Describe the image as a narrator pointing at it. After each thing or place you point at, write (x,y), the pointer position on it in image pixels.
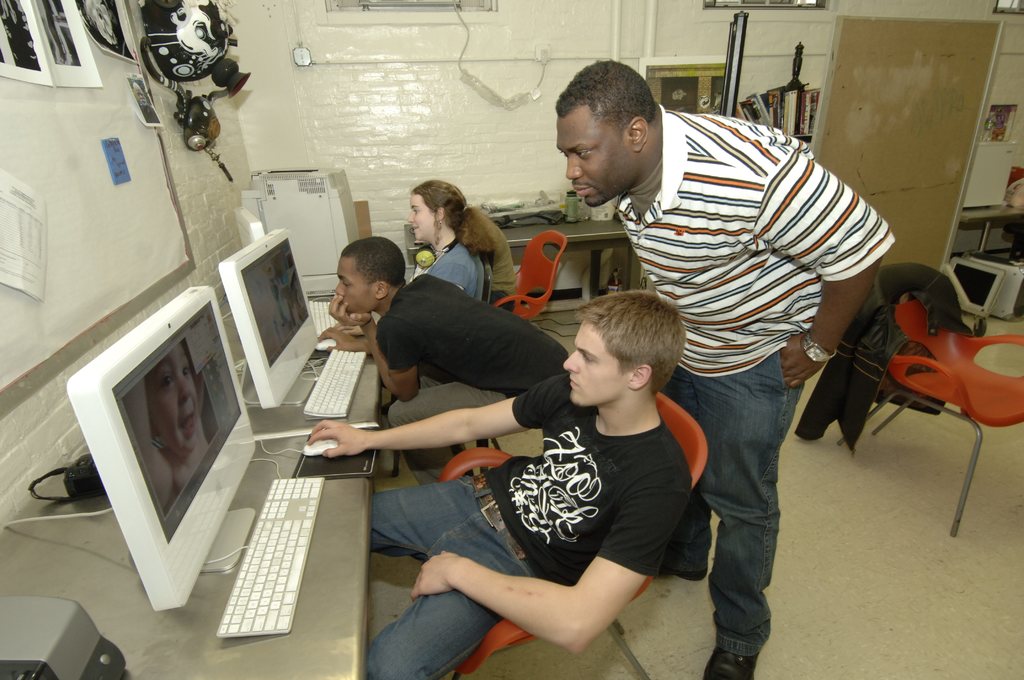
This is an image clicked inside the room (583,202). In this I can see three people (637,417) are sitting on the chairs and looking into the monitors (213,407). One person (750,309) is standing at the back of this person's (559,403). On the right side of the image (930,303) there is a chair (936,341) on that a jacket (865,342) is placed. On the left side of the image (33,261) there are some posters (41,81) attached to the wall (187,167). In the background (886,115) there is a door (845,120) beside it there is a rack (786,109) filled with some books (782,103).
